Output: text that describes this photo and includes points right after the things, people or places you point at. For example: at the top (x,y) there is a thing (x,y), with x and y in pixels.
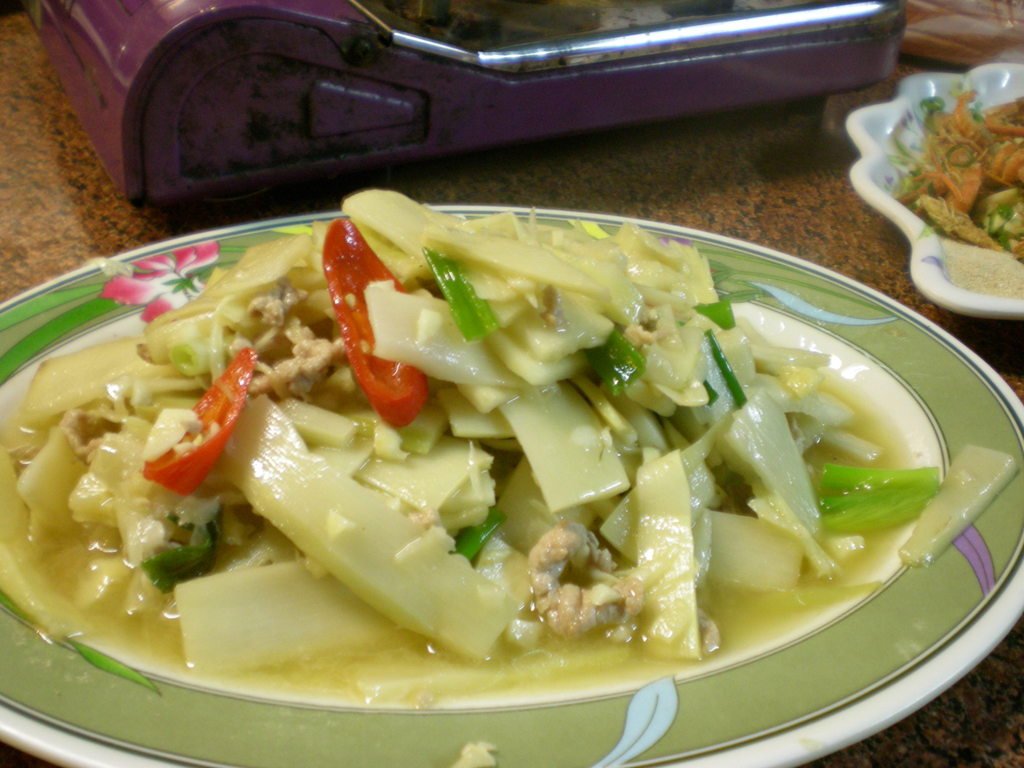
In this image there is a plate (213,714) on a surface (736,207) that looks like a table (626,205), there is food (443,423) on the plate (332,217), there is an object (420,63) towards the top of the image (617,50).
